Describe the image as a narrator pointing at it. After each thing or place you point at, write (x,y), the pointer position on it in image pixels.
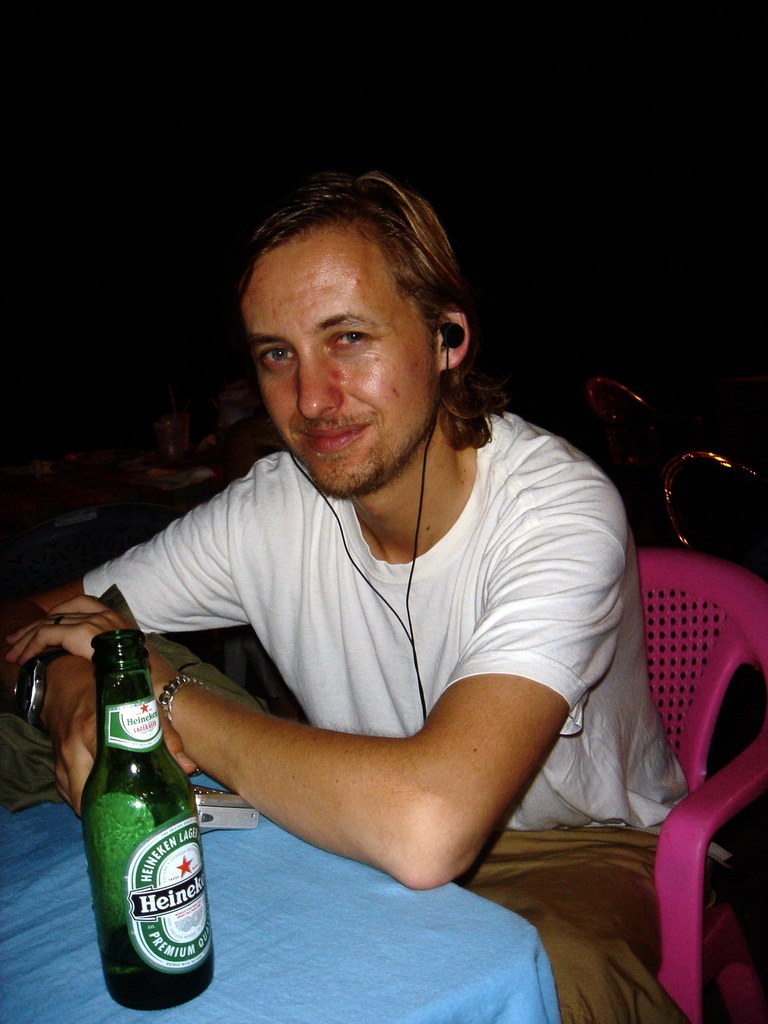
Man (472,641) sitting on the chair (710,704) using ear phones (429,441), on the table (256,928) there is bottle (179,877) and a cloth (333,927).
